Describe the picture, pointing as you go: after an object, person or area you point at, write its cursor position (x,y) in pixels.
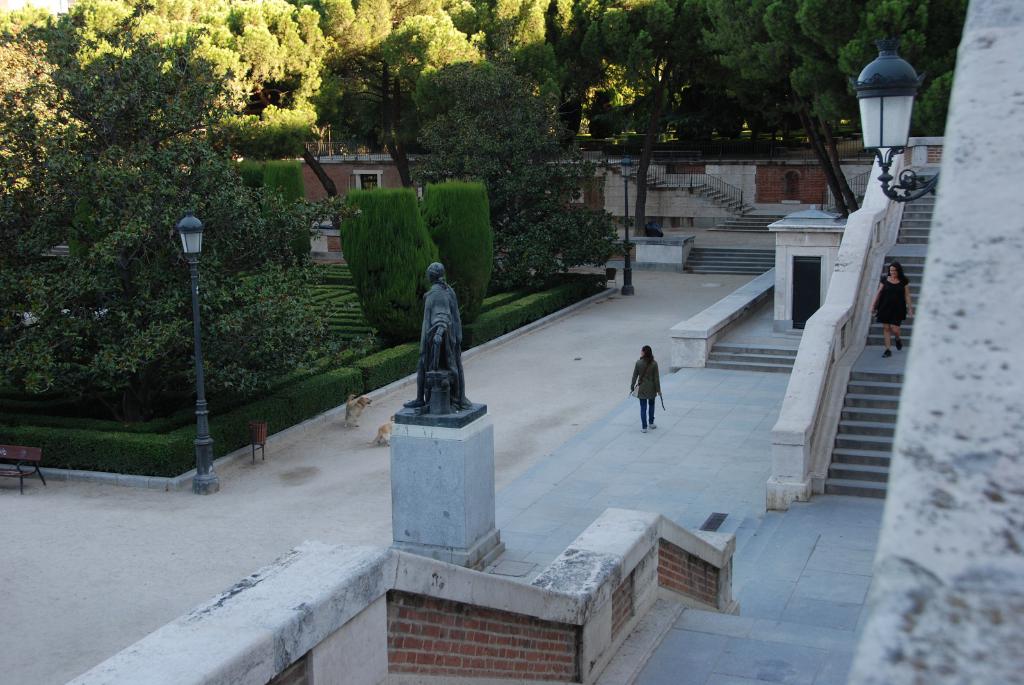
In this picture we can see there is a statue (443,324) and on the right side of the statue (453,393) there are two people (657,394) walking and to the wall (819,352) there is a light (898,134). On the left side of the statue (427,337) there is a bench (14,452), a pole (199,390) with a light (194,231), dogs (355,416) and trees (44,166). Behind the statue (436,308), these look like houses (388,186).
